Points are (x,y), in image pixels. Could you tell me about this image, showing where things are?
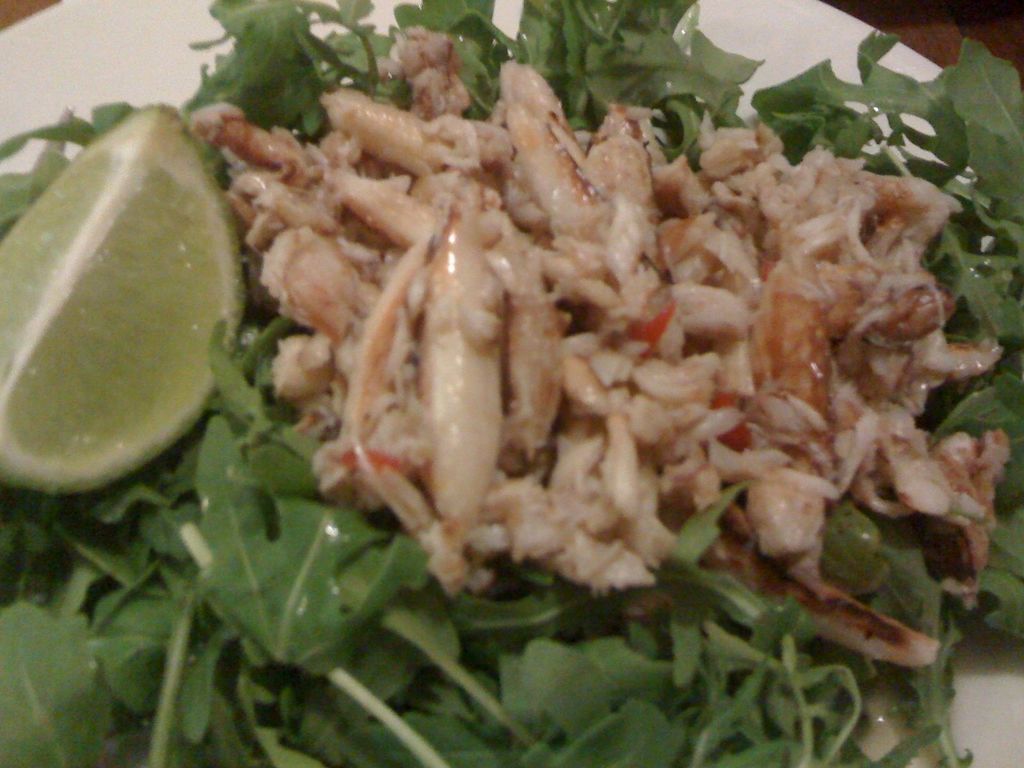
In this image I can see the plate (68,36) with food (261,182). The plate (197,79) is in white color and the food (317,181) is in green and light brown color. It is on the brown color surface (923,31).
